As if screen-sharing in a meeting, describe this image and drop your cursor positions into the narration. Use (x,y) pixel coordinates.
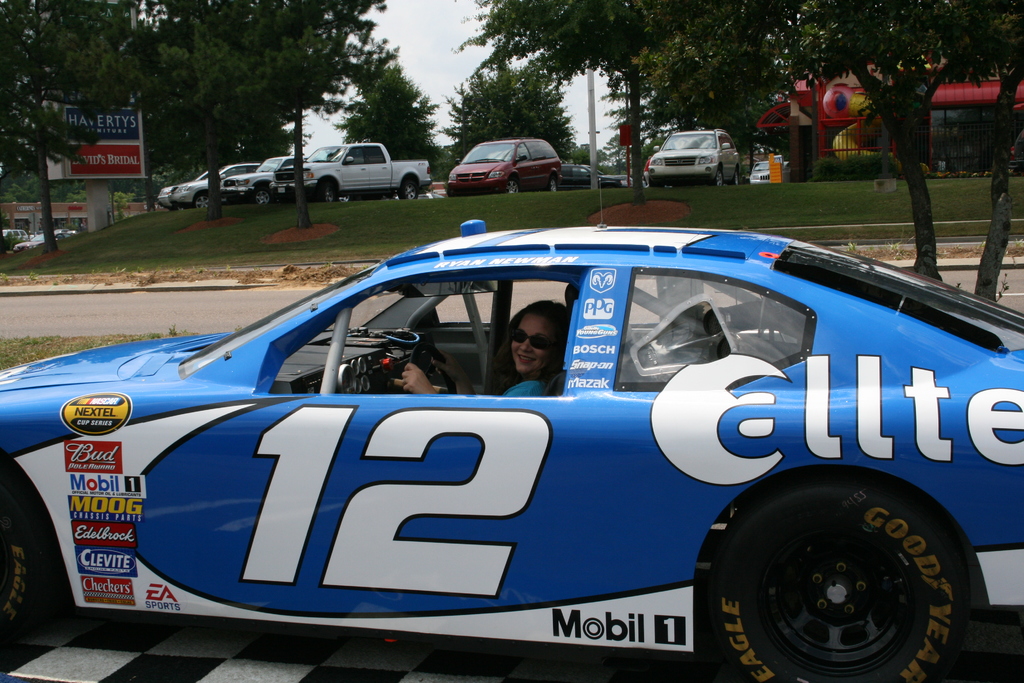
In the foreground of the picture (482,252) I can see a sports car (744,319) on the side of the road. There is a woman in the car (572,439) and she is smiling. In the background (654,150), I can see the vehicles (517,159) and trees (304,208). I can see the hoarding board (141,150) on the top left side of the picture (144,158). I can see the metal fence (969,136) on the top right side (937,167).
